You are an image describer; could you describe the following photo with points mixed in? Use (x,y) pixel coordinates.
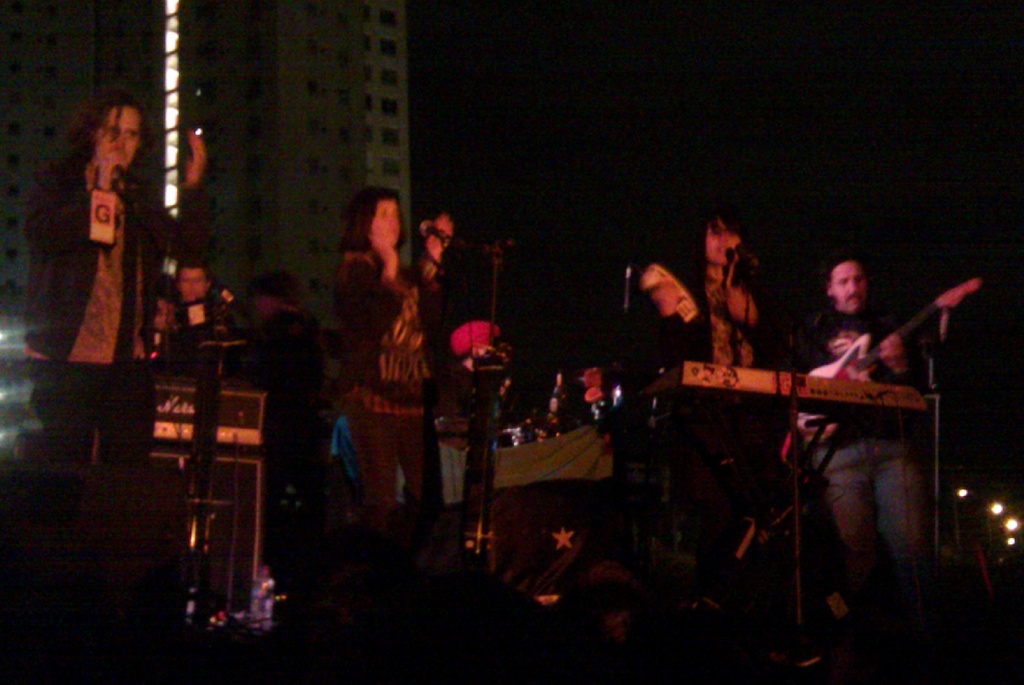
In this picture we can see a group of people (352,409), here we can see musical instruments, buildings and in the background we can see it is dark.
